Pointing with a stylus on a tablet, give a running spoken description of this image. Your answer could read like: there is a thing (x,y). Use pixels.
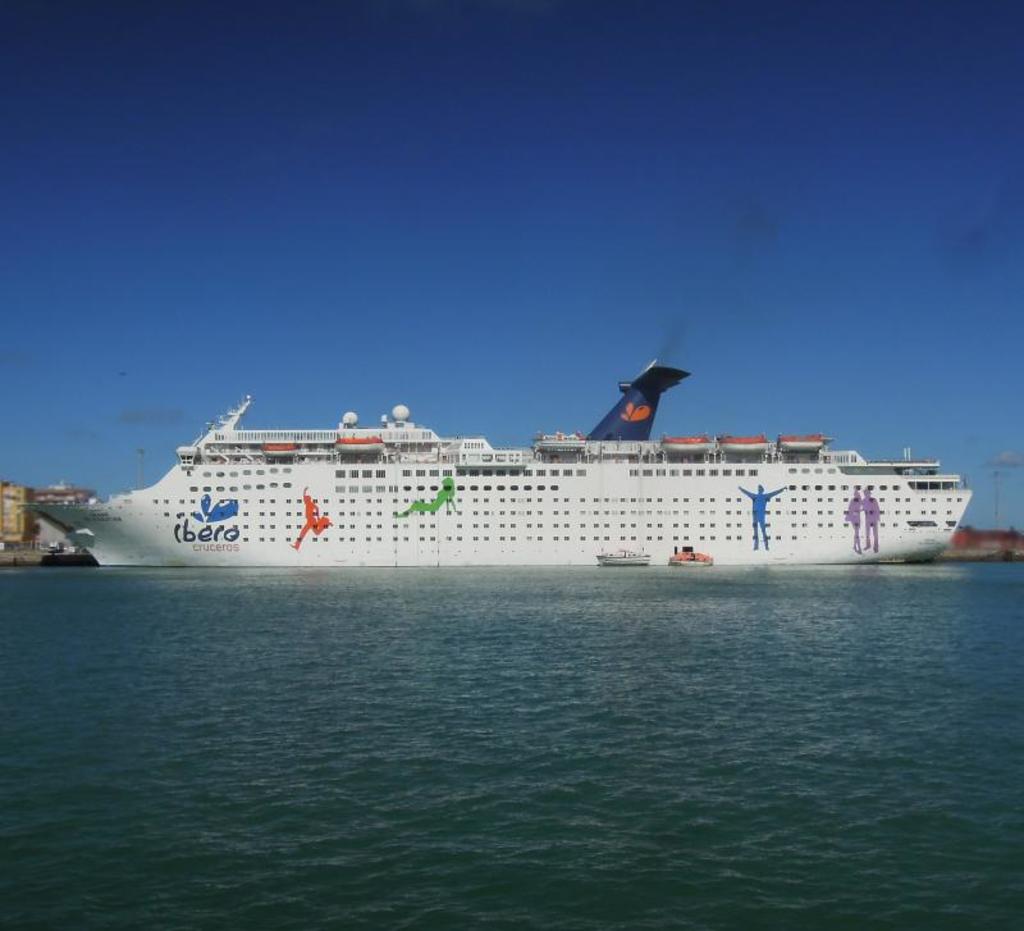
At the bottom of the picture (617,696), we see water (737,648) and this water (492,713) might be in the sea (355,707). In the middle (614,562), we see two ships (633,560). Behind that, we see a ship (391,496) in white color. On the left side (67,490), we see the buildings (17,515). At the top (364,228), we see the sky (481,250), which is blue in color.
